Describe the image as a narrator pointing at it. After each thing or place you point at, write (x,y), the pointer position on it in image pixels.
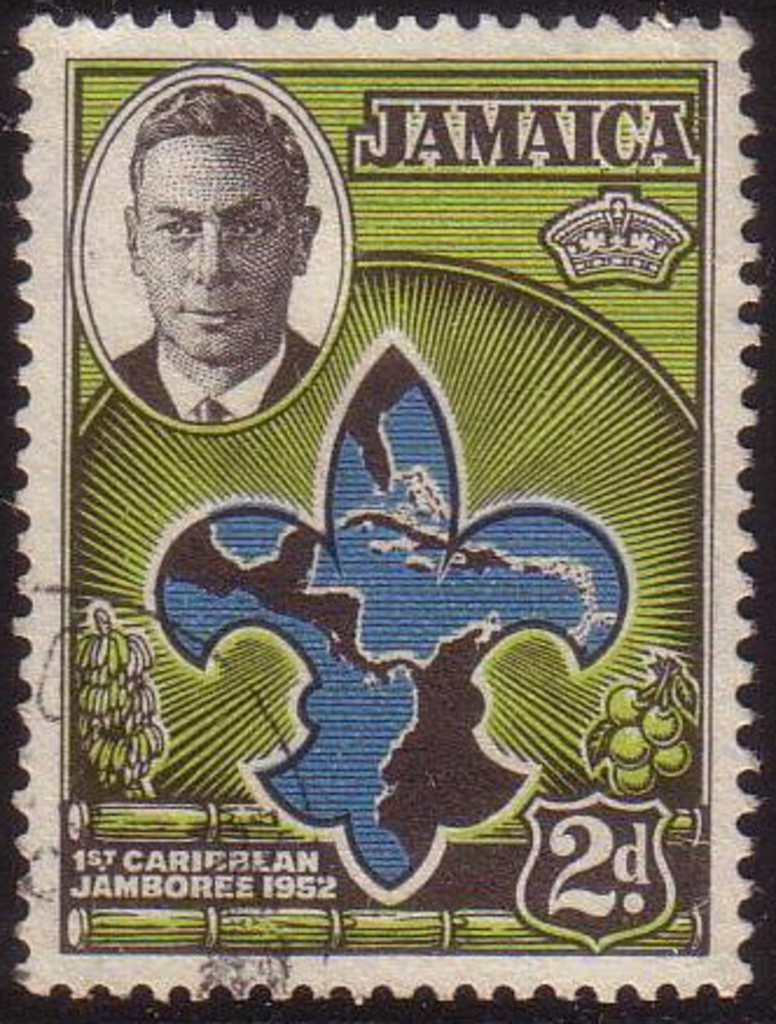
This picture shows a postage stamp (291,548). we see a man (272,256) and text (193,859) on it.
